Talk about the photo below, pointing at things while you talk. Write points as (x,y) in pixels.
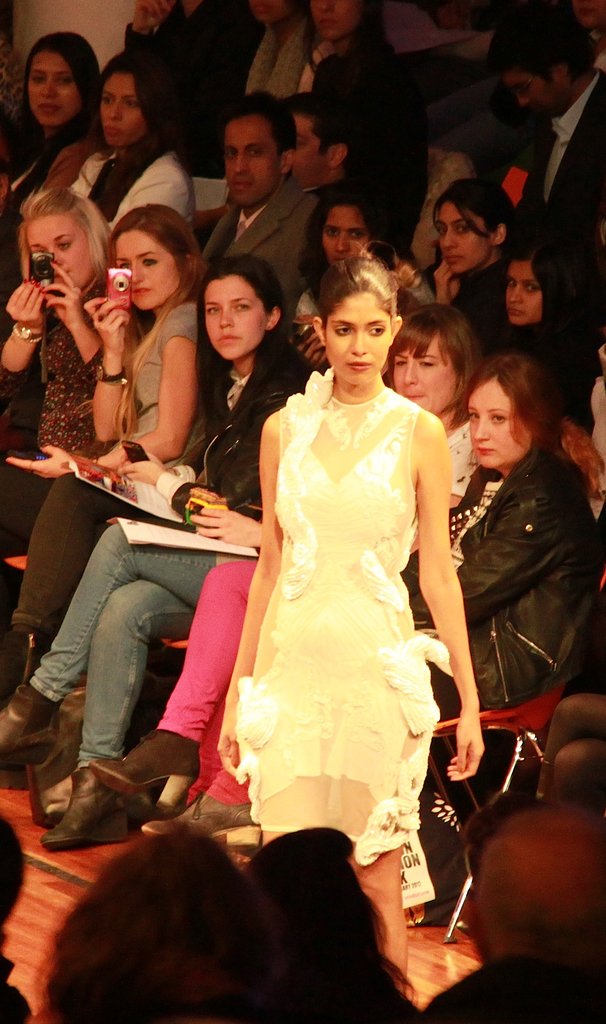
In this image we can see people (483,596) are sitting on the chairs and there is a woman (333,815) standing on the floor (49,878). Here we can see two women (15,517) are holding cameras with their hands (82,319).
